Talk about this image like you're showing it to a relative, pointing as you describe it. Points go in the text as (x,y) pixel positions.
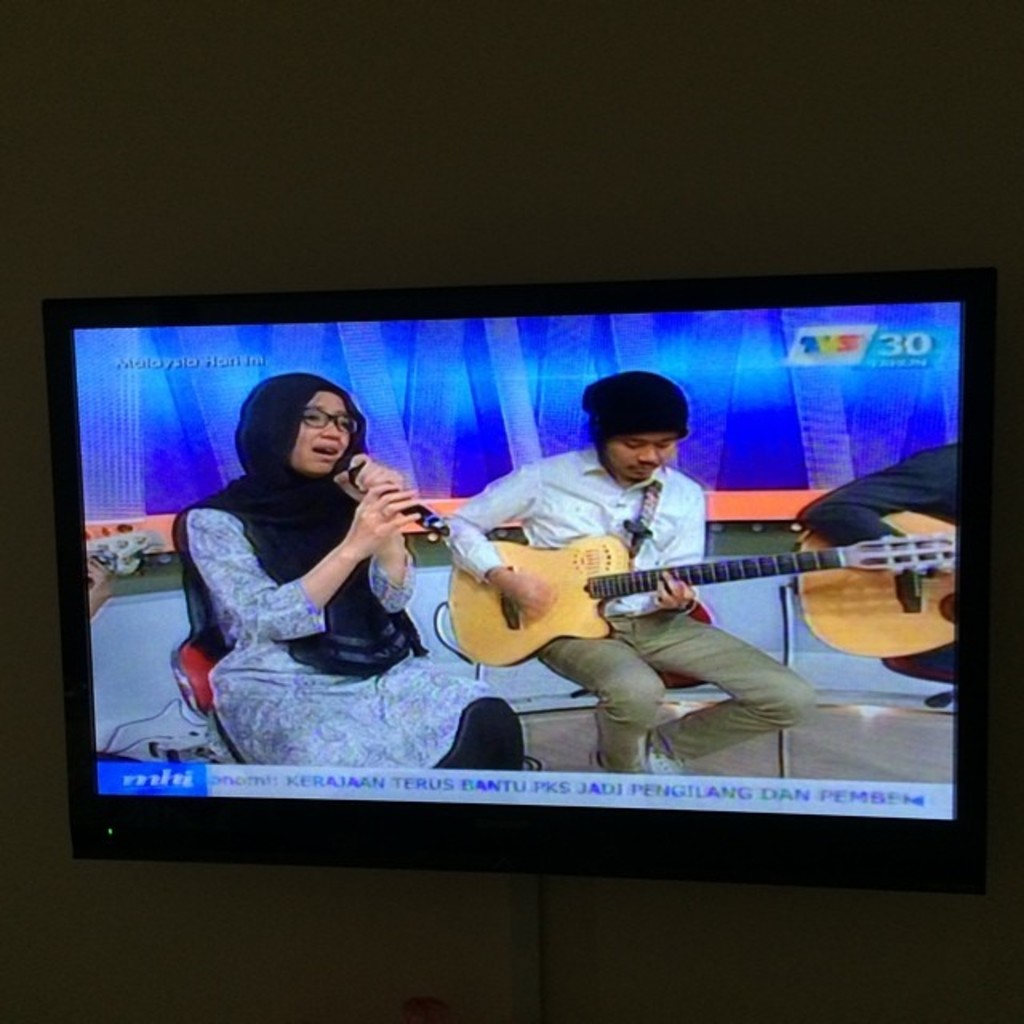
In this picture I can see a television (664,435) attached to the wall (575,952), there are three persons (315,735) sitting on the chairs (889,664), a person (372,532) holding a mike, two persons (813,518) holding the guitars (769,560), and there are numbers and words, on the screen (710,423) of the television (652,701).
